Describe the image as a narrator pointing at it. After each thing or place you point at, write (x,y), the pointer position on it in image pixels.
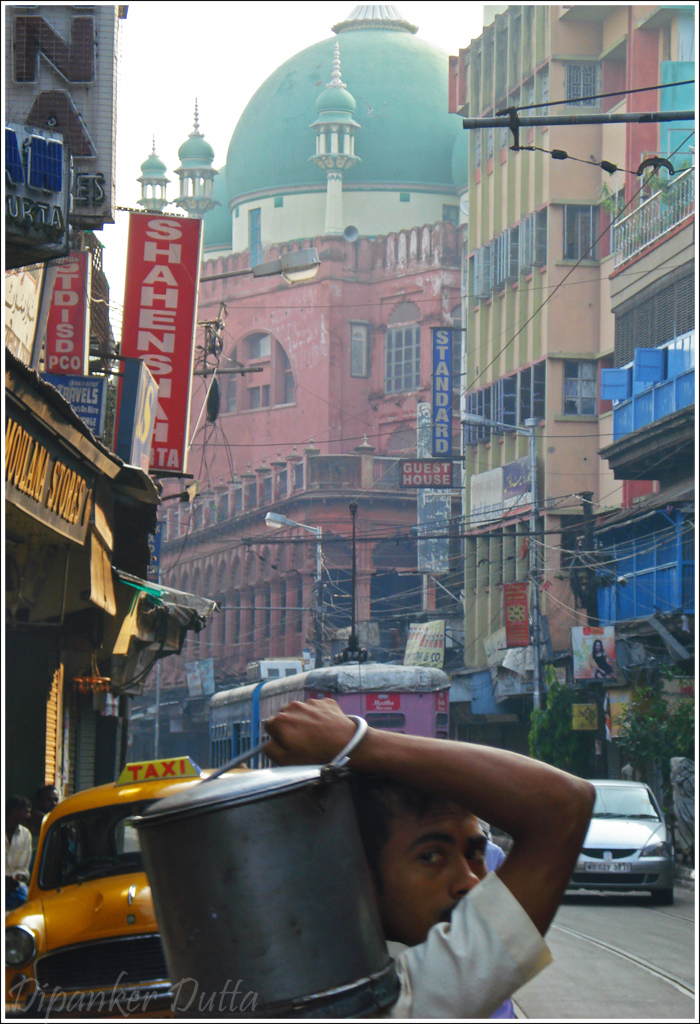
In this image I can see a road (662,994) in the centre (322,677) and on it I can see a bus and two cars (63,1015). In the front (312,799) I can see one person (524,906) and I can see he is carrying an utensil (199,792) on his back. In the background (263,588) I can see few people (12,809), number of buildings (32,710), number of boards (7,466), few poles (157,664), number of wires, a light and on these boards (37,194) I can see something is written. In the background (359,258) I can also see a speaker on the top of the building (350,218).
